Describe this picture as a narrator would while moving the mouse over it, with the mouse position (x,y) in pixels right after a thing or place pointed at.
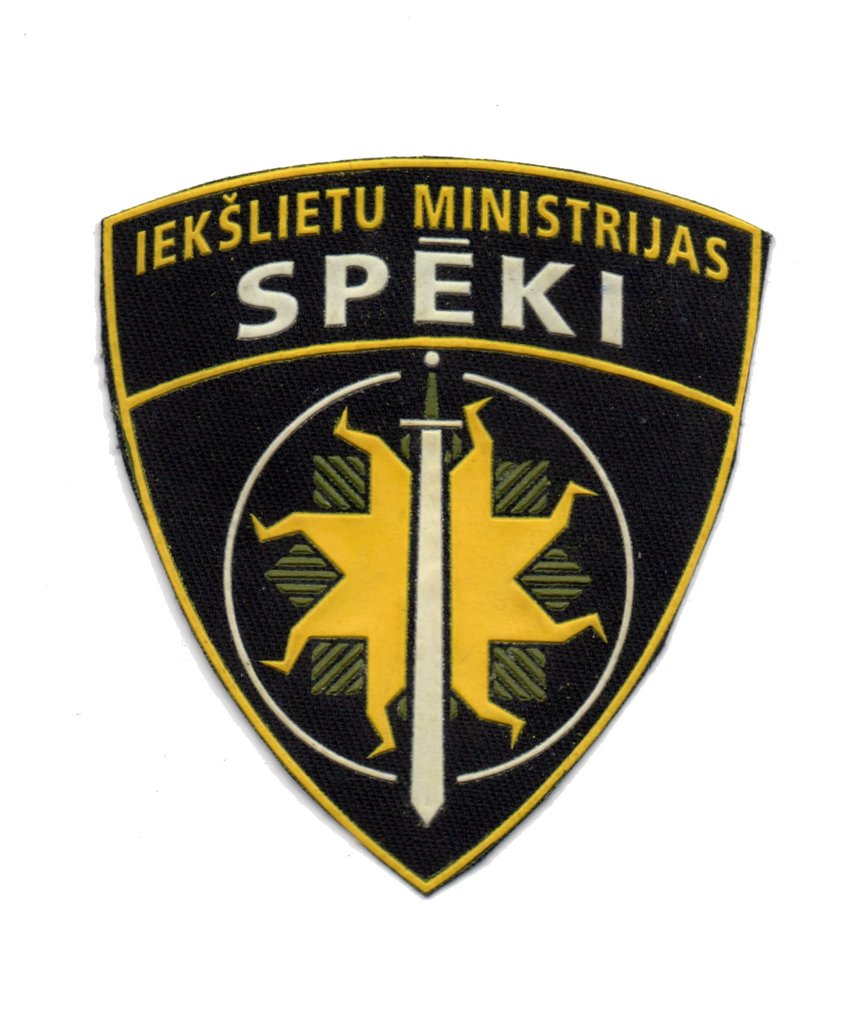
In this image I can see a logo (403,499) on which there is something written on it.
